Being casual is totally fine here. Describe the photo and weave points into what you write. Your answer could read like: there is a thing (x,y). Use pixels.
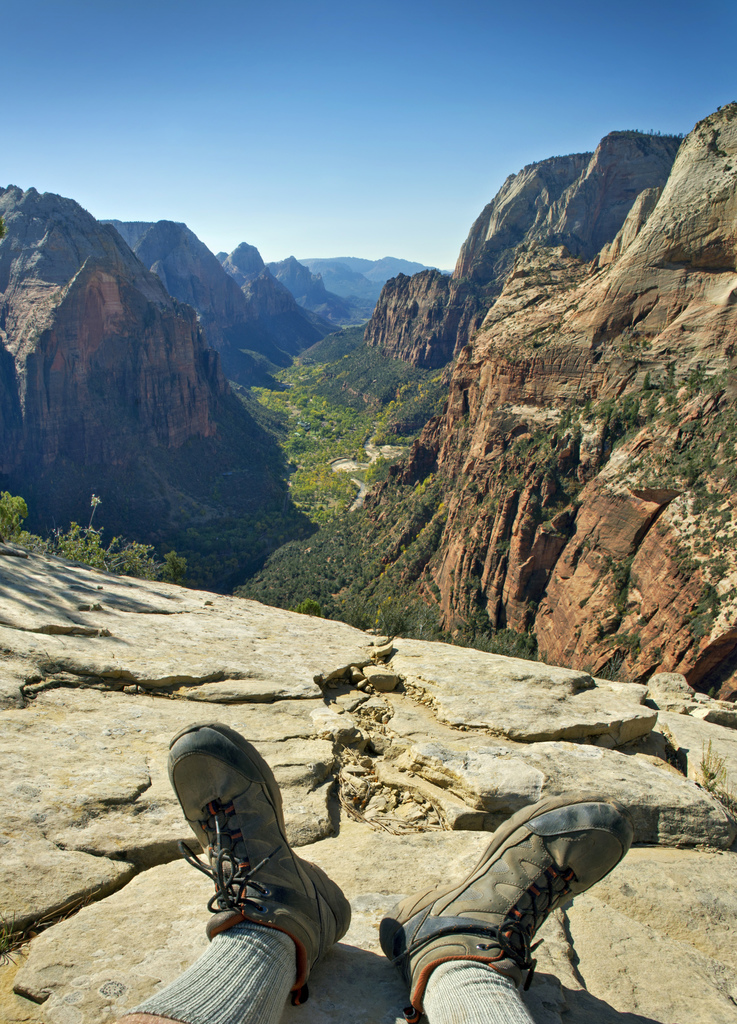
There is a person (207,1004) wearing shoes (191,822) and socks (238,934) on the surface of a hill (506,681). In the background (718,257), there are mountains (583,416) and there is blue sky (228,69).
